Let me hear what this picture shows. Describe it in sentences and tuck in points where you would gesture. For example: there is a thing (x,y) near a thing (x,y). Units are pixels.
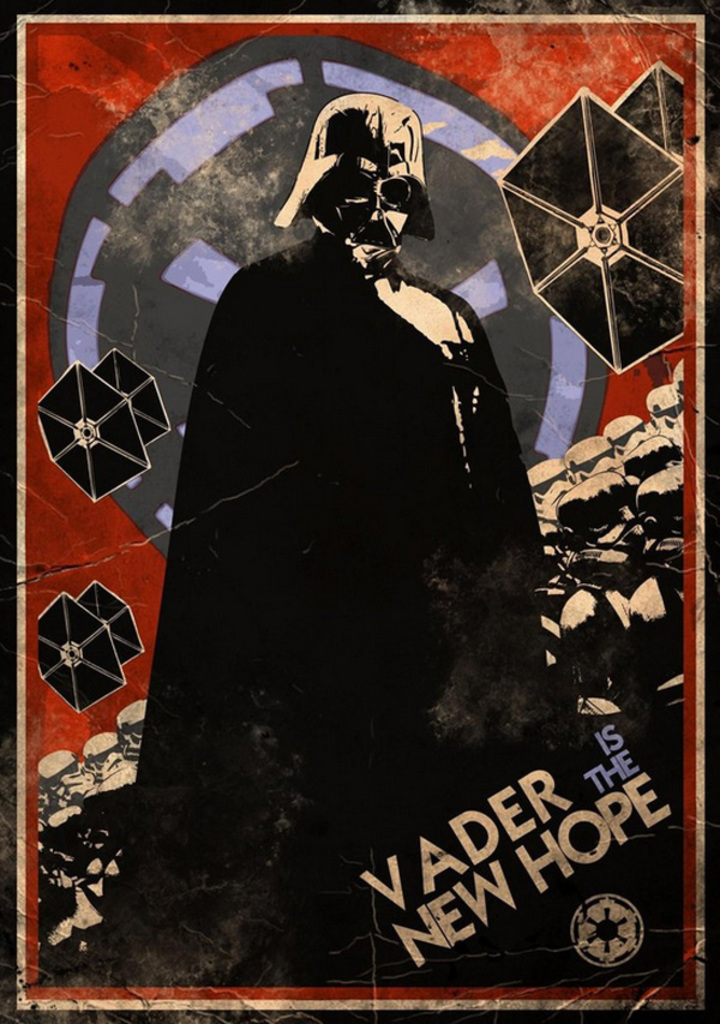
This might be a poster, in this image in the center (262,385) there is one person (270,444) who is wearing a hat (369,132) and goggles (390,185). And in the background (615,491) there are some objects (609,468), at the bottom of the image (509,854) there is text (479,878) and in the background (215,213) there is a logo (189,101).
